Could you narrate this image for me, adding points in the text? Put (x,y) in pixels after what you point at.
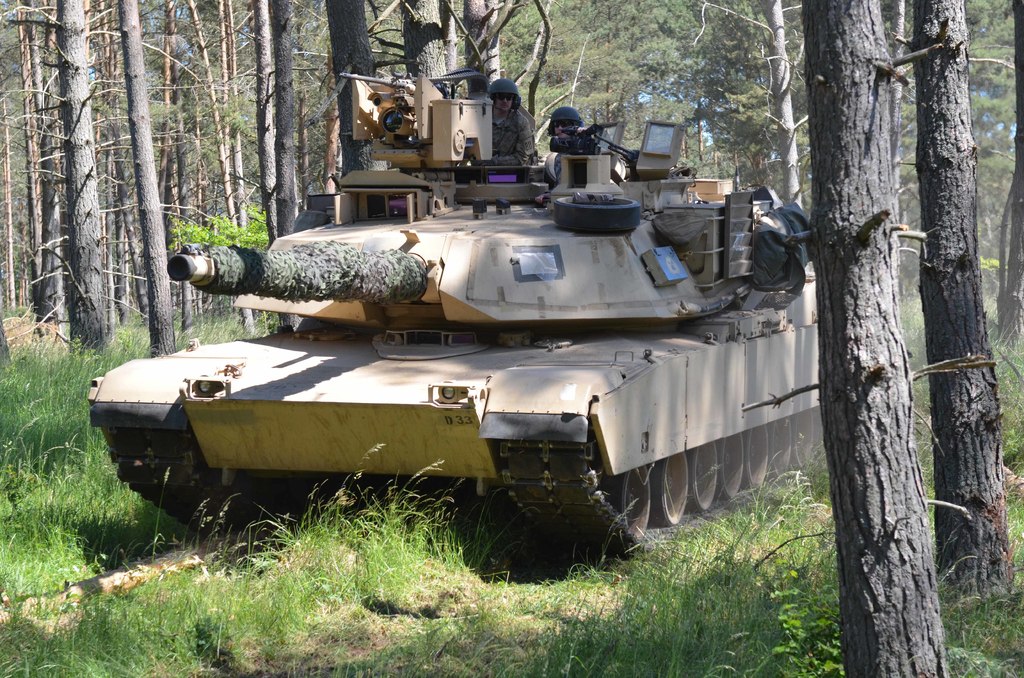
This is a tank (509,330), these are trees (830,204).
